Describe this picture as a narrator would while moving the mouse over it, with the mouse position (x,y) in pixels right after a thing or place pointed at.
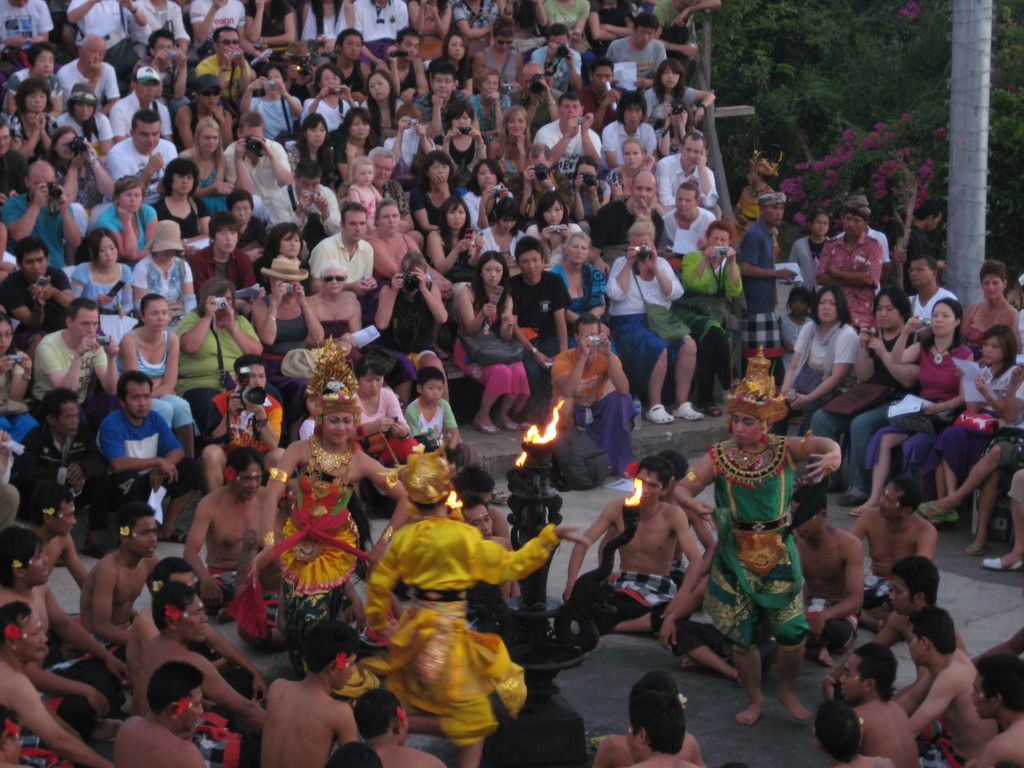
In this image, there are many people (372,384). We can see an object (555,611) with fire (556,415). We can see a pole (957,41). There are a few trees (867,160). We can see some stairs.
